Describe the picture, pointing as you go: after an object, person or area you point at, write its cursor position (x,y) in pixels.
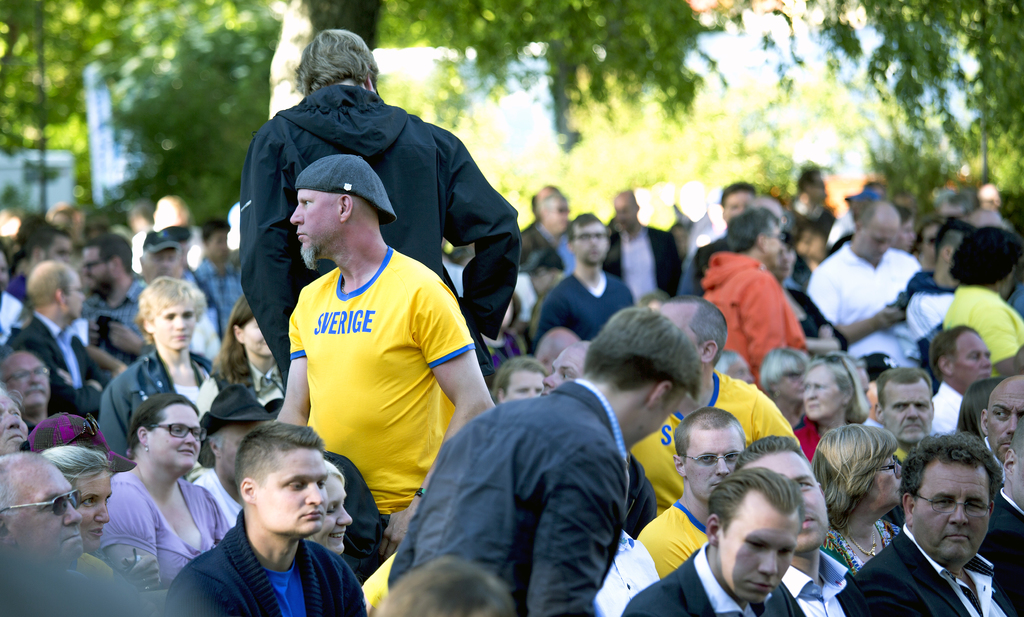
In this image we can see some persons (809,329) standing and some are sitting and in the background of the image (354,24) there are some trees (178,24).
